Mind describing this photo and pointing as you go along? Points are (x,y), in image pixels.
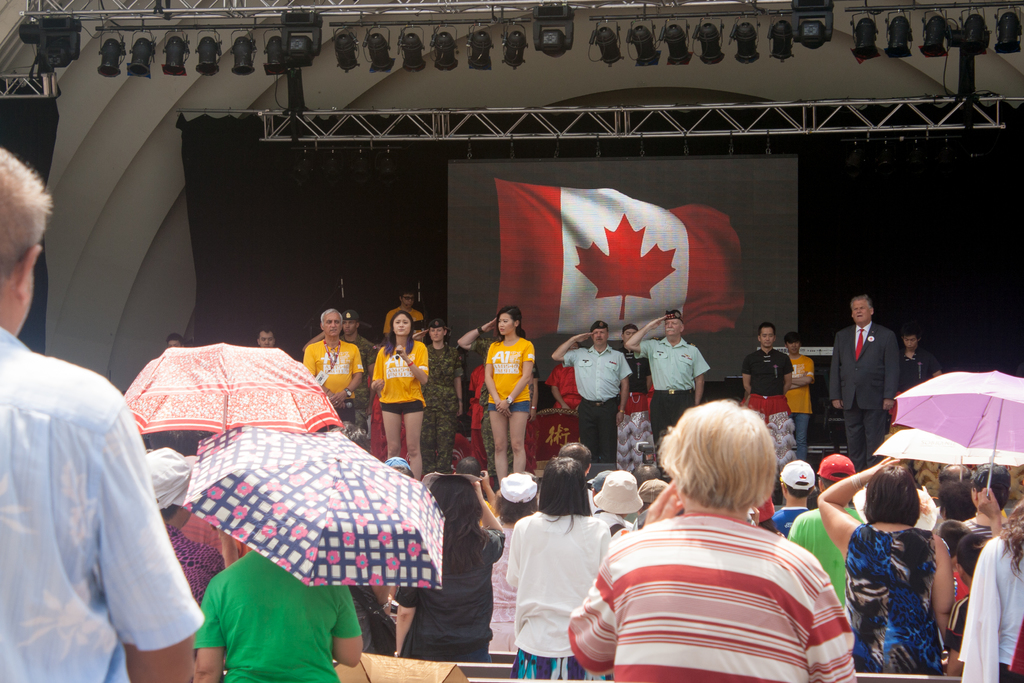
In this image, we can see a group of people (824,646), umbrellas (950,414). Few people (675,385) are wearing caps (516,496). In the middle of the image (443,423), we can see few people (890,367) are standing. Here a woman (408,364) is holding some object (399,355). Here few people (679,346) are saluting with their hands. Background (654,225) there is a screen (596,207), curtain (343,214). Top of the image (972,122), we can see rods (990,126) and lights (165,52).
